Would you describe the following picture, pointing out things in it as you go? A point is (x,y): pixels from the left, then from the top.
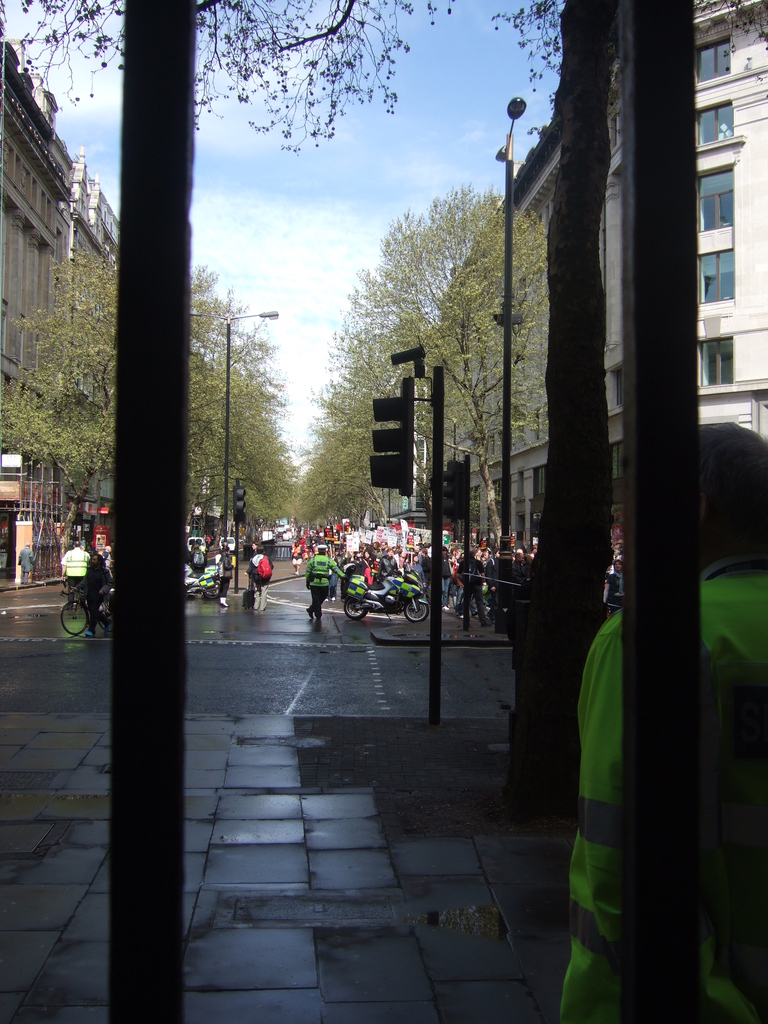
In this image I can see few poles (161,139), a person (595,933) standing, the road (335,676), few vehicles (353,603) and few persons (328,575) on the road (288,580), few traffic signals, few trees (248,434) and few buildings (30,275) on both sides of the road (214,685). In the background (359,229) I can see the sky (290,222).
